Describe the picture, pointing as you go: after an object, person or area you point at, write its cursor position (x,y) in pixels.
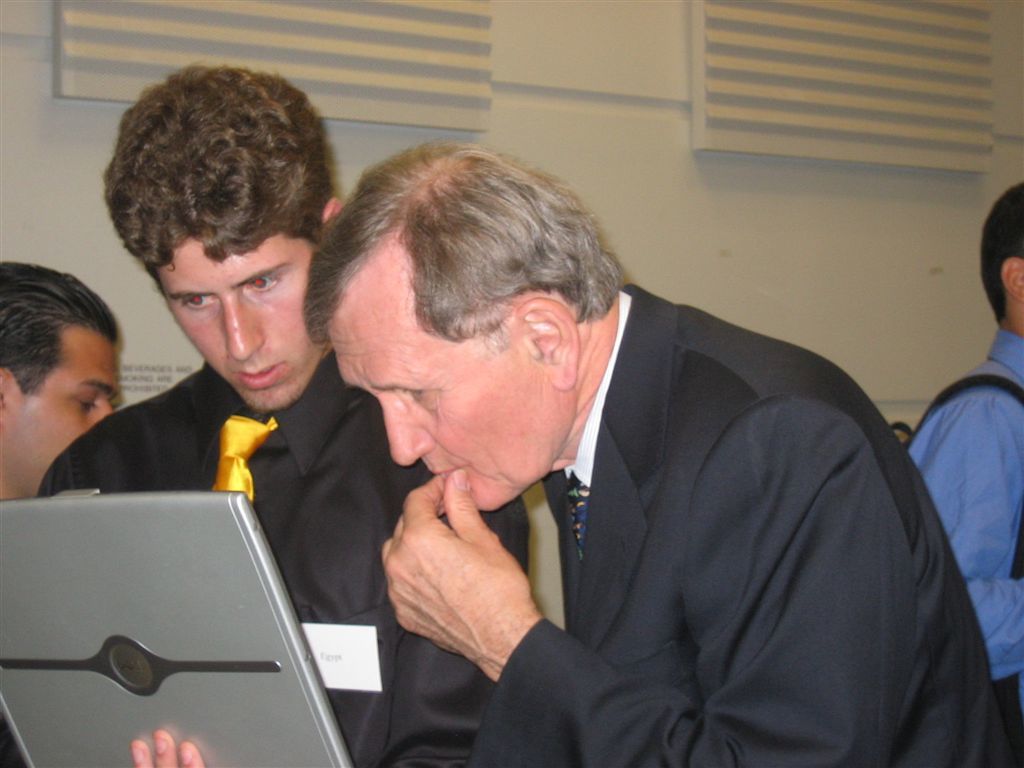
In this image I see 4 men (524,442) in which this man (739,363) is wearing suit (690,484) which is of black in color and this man (258,421) is wearing black color shirt (268,473) and yellow tie (225,454) and I see an electronic device (148,622) over here and I see the fingers (137,748). In the background (125,297) I see the wall (125,297).
